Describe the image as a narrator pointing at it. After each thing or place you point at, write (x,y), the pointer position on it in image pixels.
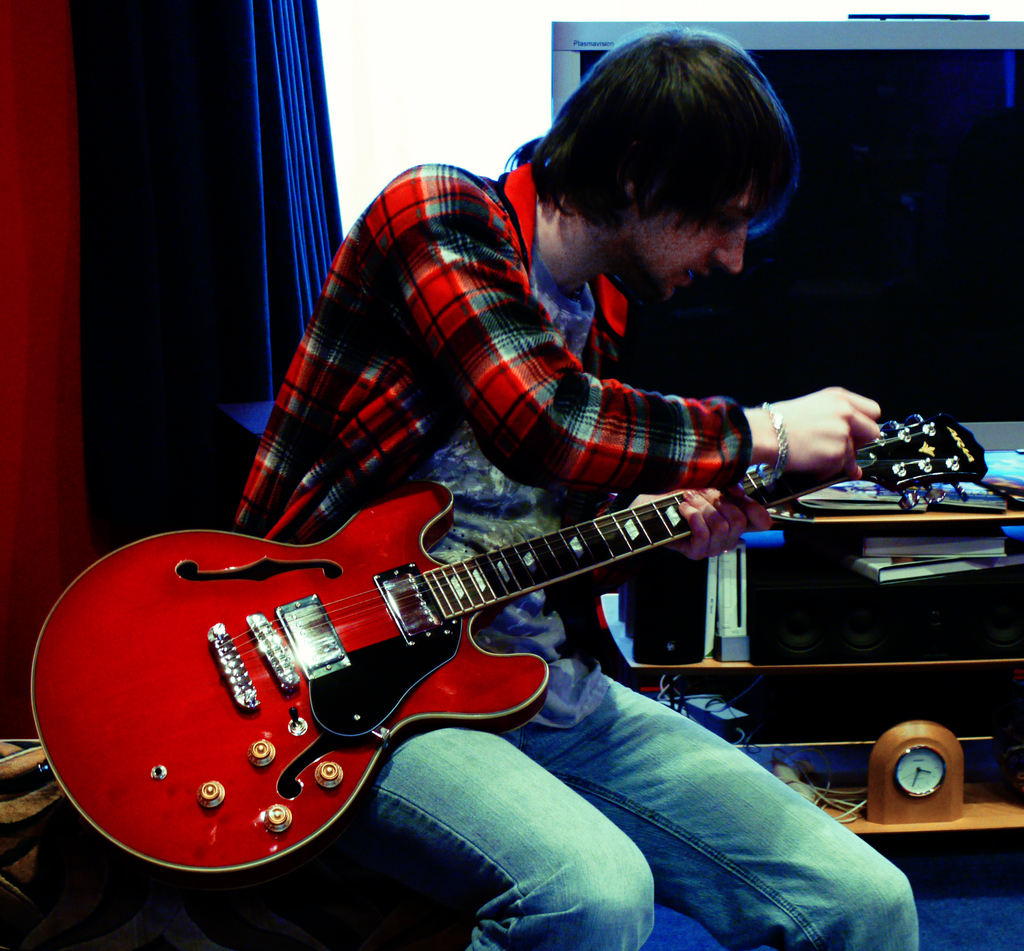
In this image i can see a person (524,605) sitting and holding a guitar (87,623) in his hands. In the background (876,762) i can see a clock (911,733), a television screen (893,337), few books (973,560) and a curtain (197,111).
